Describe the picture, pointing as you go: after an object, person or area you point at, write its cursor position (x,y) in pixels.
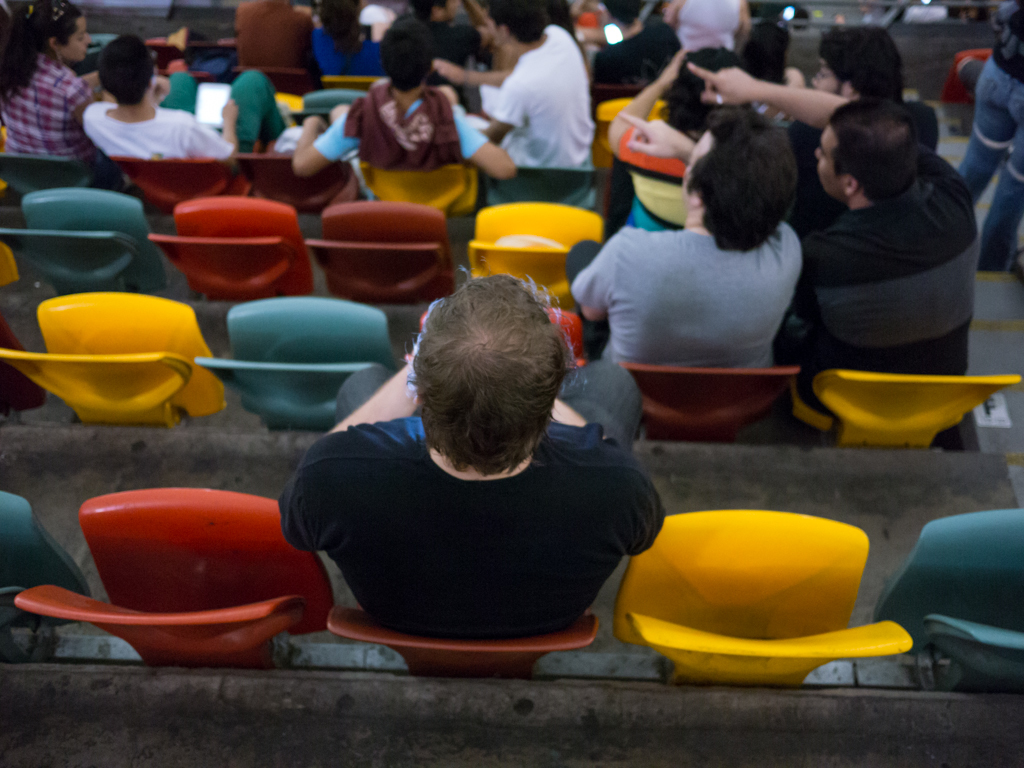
This picture is clicked outside. In the center (476,265) we can see there are many number of chairs (174,311) of different colors and we can see the group of persons (441,444) sitting on the chairs (164,323). On the right (994,106) there is a person (1023,193) standing on the ground (111,667).
